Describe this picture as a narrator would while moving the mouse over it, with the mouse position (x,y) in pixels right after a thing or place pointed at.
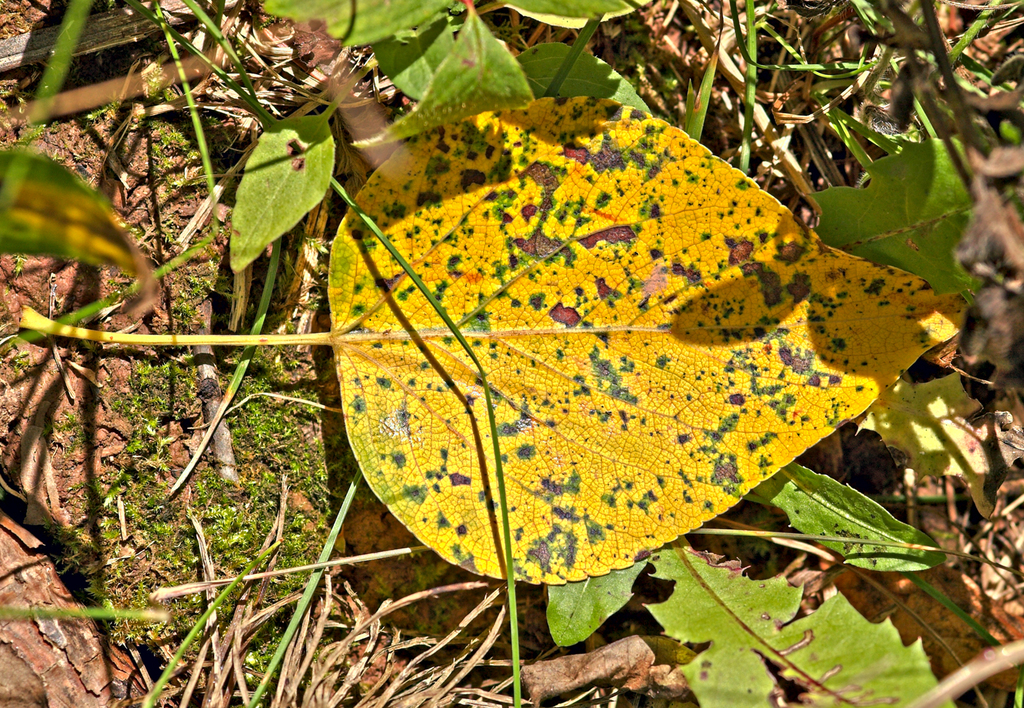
This picture is clicked outside. In the center (452,357) there is a yellow color leaf (362,275) lying on the ground (151,317) and we can see the small portion of green grass (219,545) and there are some leaves (907,464) and dry stems (834,29).
